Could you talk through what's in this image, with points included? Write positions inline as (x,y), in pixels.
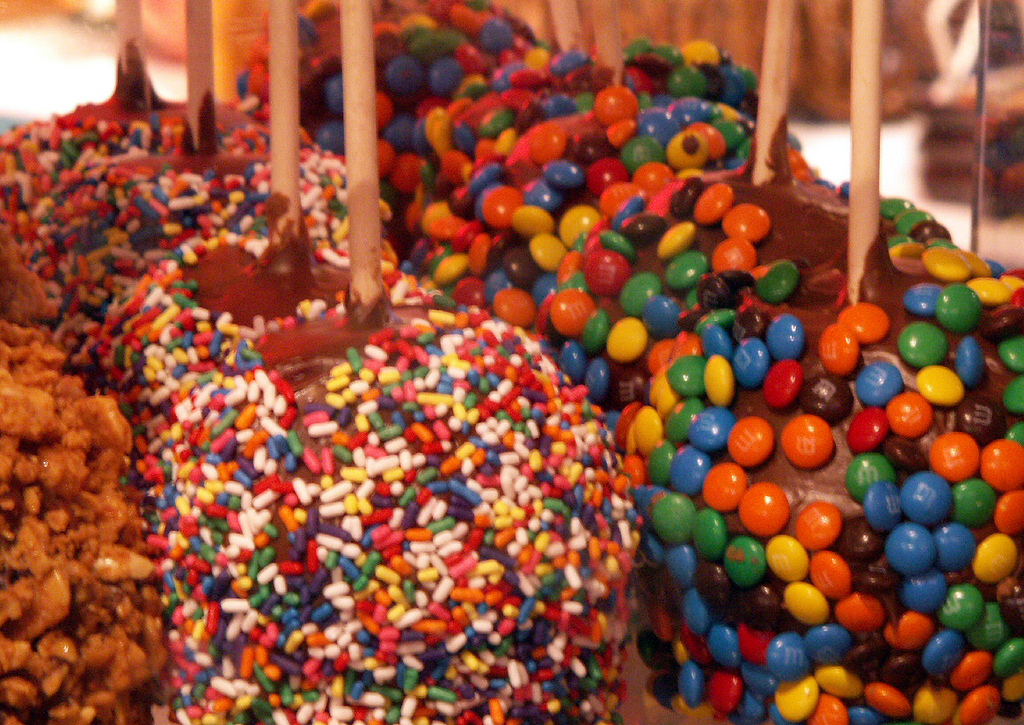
In this image I can see food (253,296) in multicolor. I can also see few sticks (272,139).
